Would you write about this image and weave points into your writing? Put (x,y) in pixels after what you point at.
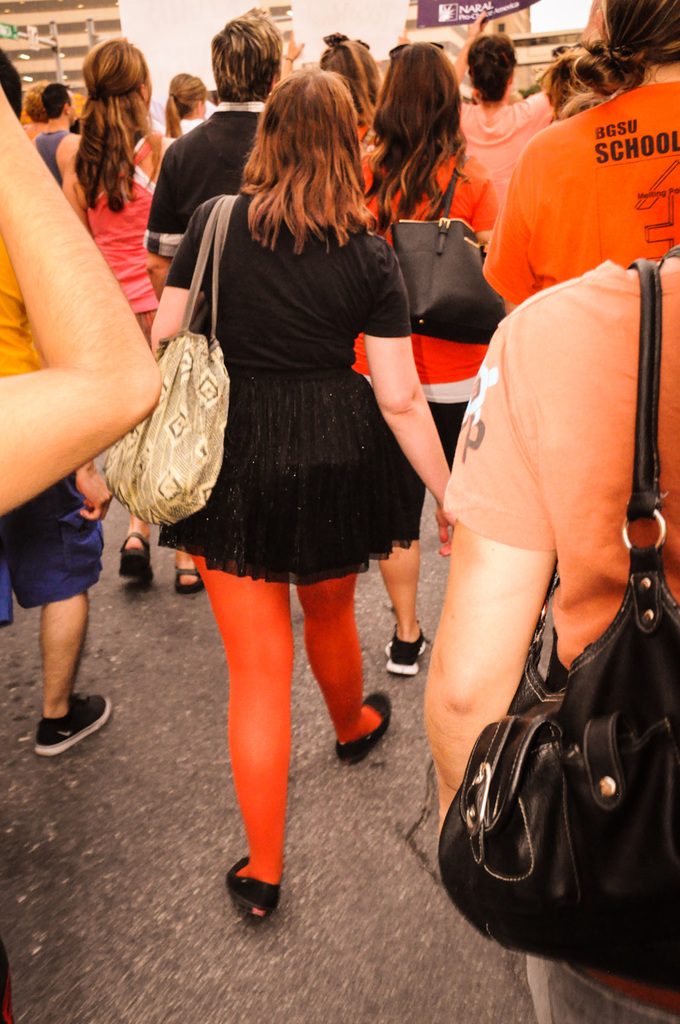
In the image there are group of people (348,232). In middle (346,664) there is a woman (270,334) wearing a black color top (294,309) and cream color handbag (212,378) walking on road (344,780). In background (143,29) we can see some buildings (76,21), pole (52,38), hoardings (155,4).
